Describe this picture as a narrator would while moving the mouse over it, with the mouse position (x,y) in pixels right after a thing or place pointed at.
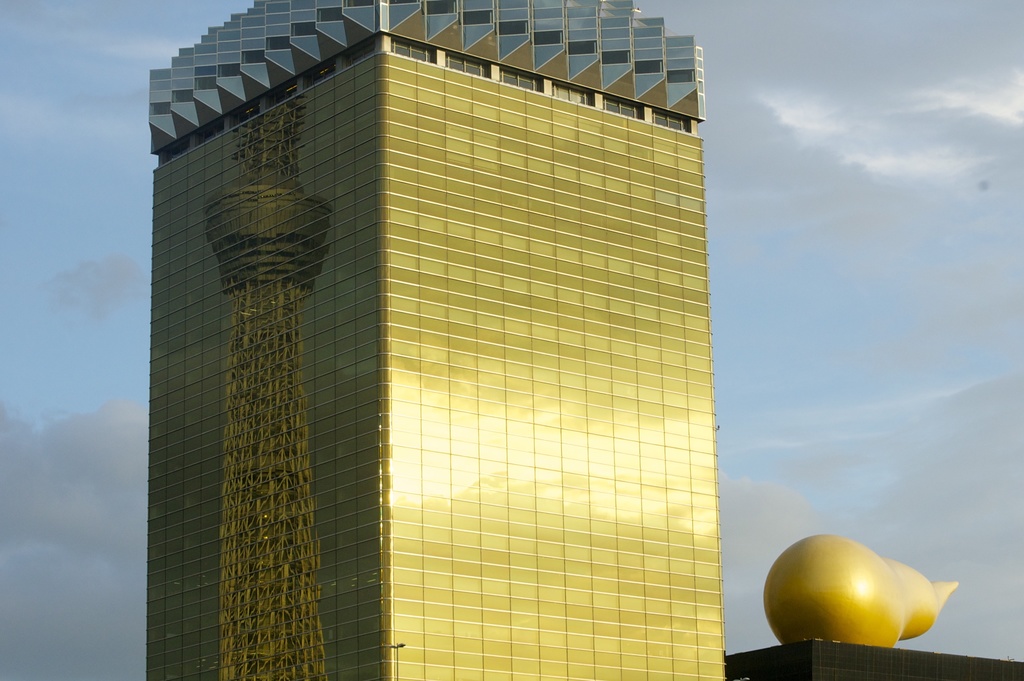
In this image we can see buildings (533,358) and sky (736,348) with clouds (8,457).
